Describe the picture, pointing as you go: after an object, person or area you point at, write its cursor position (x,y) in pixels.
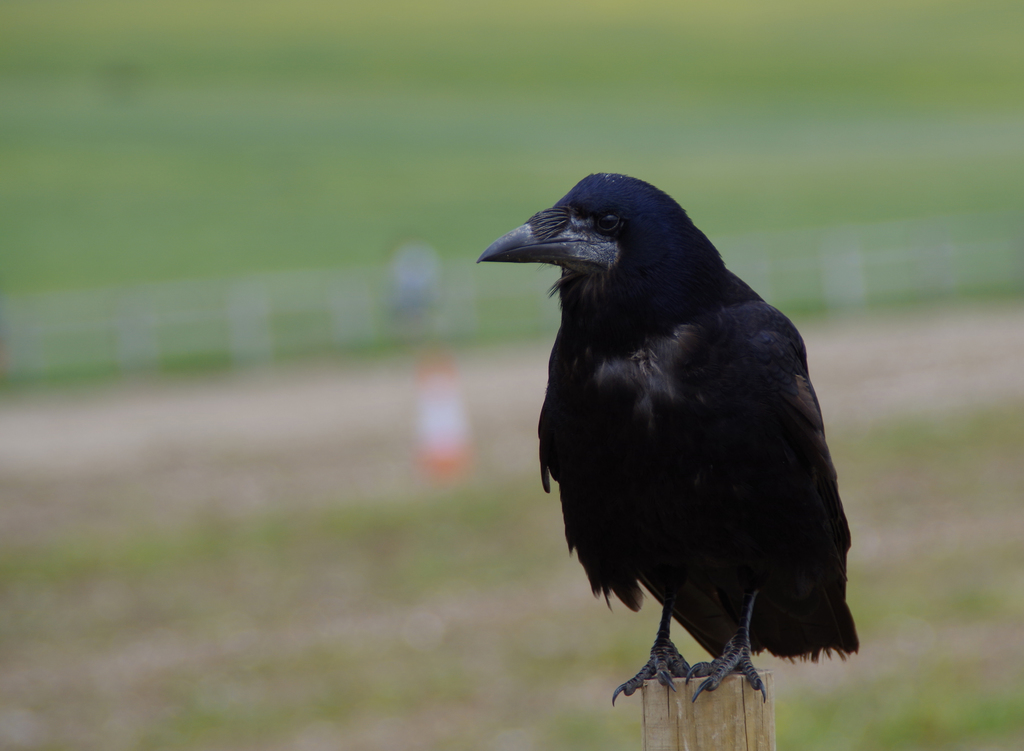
In the image we can see there is a crow (736,377) standing on the wooden pole (722,716) and background of the image (420,116) is blurred.
